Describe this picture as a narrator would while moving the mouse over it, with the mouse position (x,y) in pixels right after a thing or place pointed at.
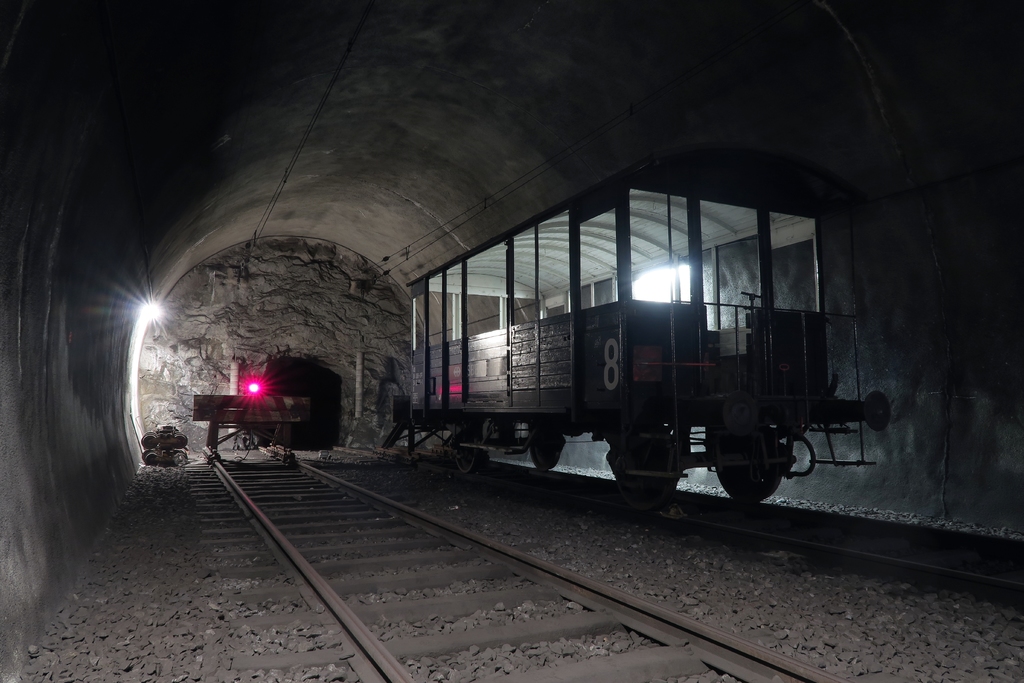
In this image we can see few railway tracks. There is a train carriage (612,401) in the image. There are many stones (217,633) in the image. There are few lights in the image. There are few objects (170,453) on the ground (194,457). There is a tunnel (454,193) in the image.
